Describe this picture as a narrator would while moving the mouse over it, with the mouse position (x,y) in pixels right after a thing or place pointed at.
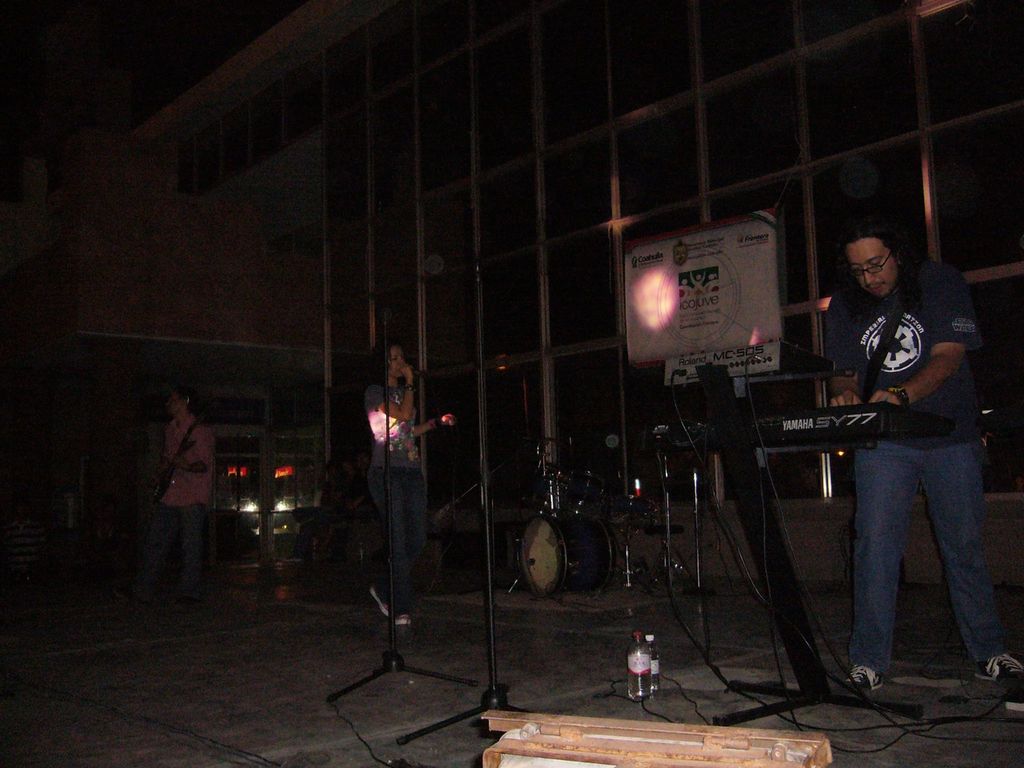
In this picture I can see few people (980,573) are playing musical instruments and I can see a man (187,506) playing guitar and a woman (398,531) holding a microphone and singing and I can see another man (921,395) playing piano (842,434) and I can see drums (627,568) and a board (716,329) with some text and I can see couple of bottles (658,679) on the floor (678,701) and I can see dark background (658,491).
